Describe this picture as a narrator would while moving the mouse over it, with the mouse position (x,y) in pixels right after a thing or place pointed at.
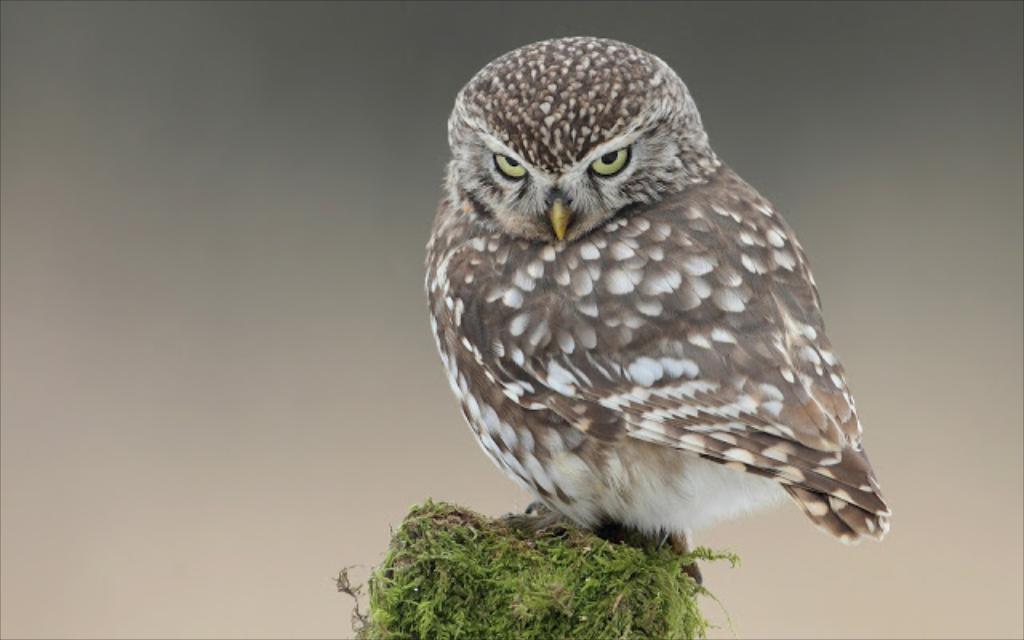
This picture shows a owl (731,464). It is white and brown in color.
